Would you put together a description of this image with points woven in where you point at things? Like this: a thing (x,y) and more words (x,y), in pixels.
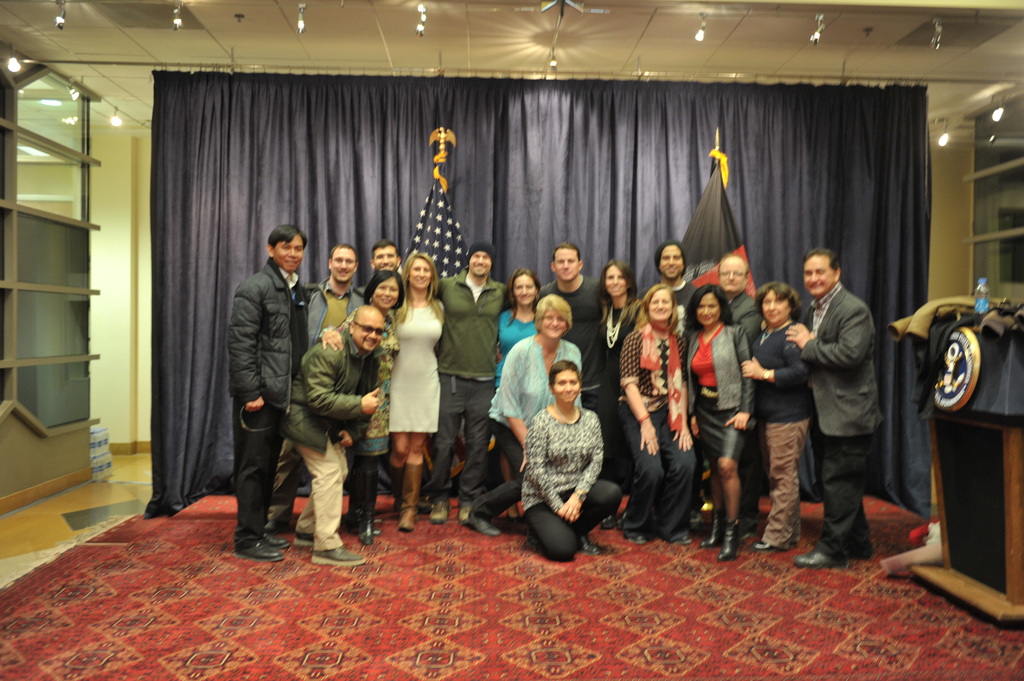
There are many people (503,327) standing. One lady (582,466) is in squat position. In the back (315,147) there is curtain (480,122). Also there are flags (725,219). On the ceiling (145,44) there are lights (298,7). On the right side (959,431) there is a stand (957,440). On that there is a bottle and few other items (942,317).
